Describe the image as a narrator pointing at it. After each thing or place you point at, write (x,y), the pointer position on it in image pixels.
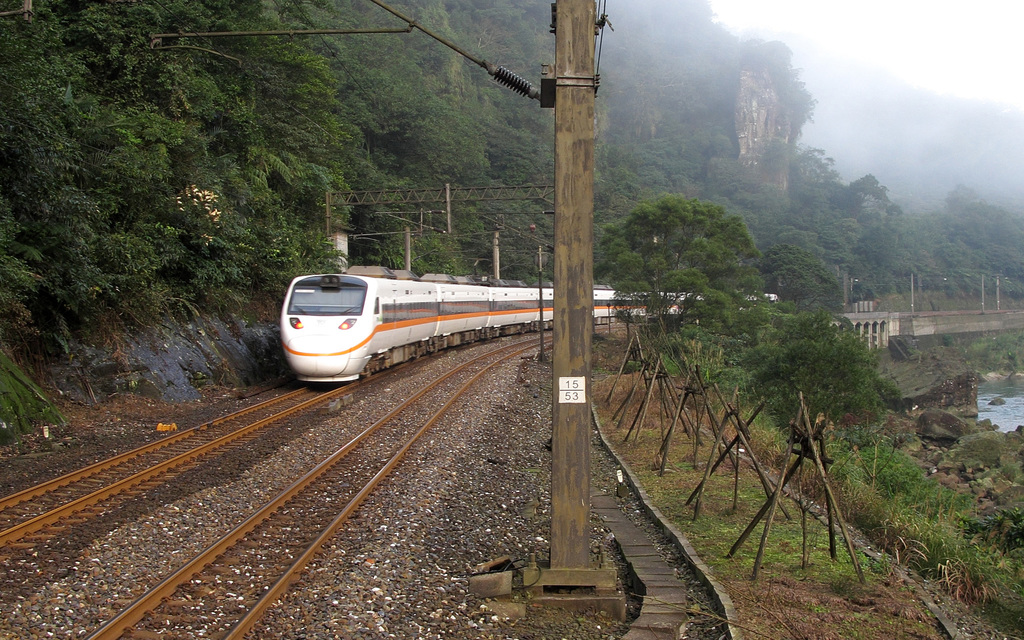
In this image, we can see some trees (502,138) and plants (952,498). There is a bridge (1005,320) on the right side of the image (1002,328). There is a train (344,323) and pole (579,312) in the middle of the image (570,340). There are tracks (202,600) in the bottom left of the image (306,552). There is a hill (656,73) at the top of the image (644,86).
